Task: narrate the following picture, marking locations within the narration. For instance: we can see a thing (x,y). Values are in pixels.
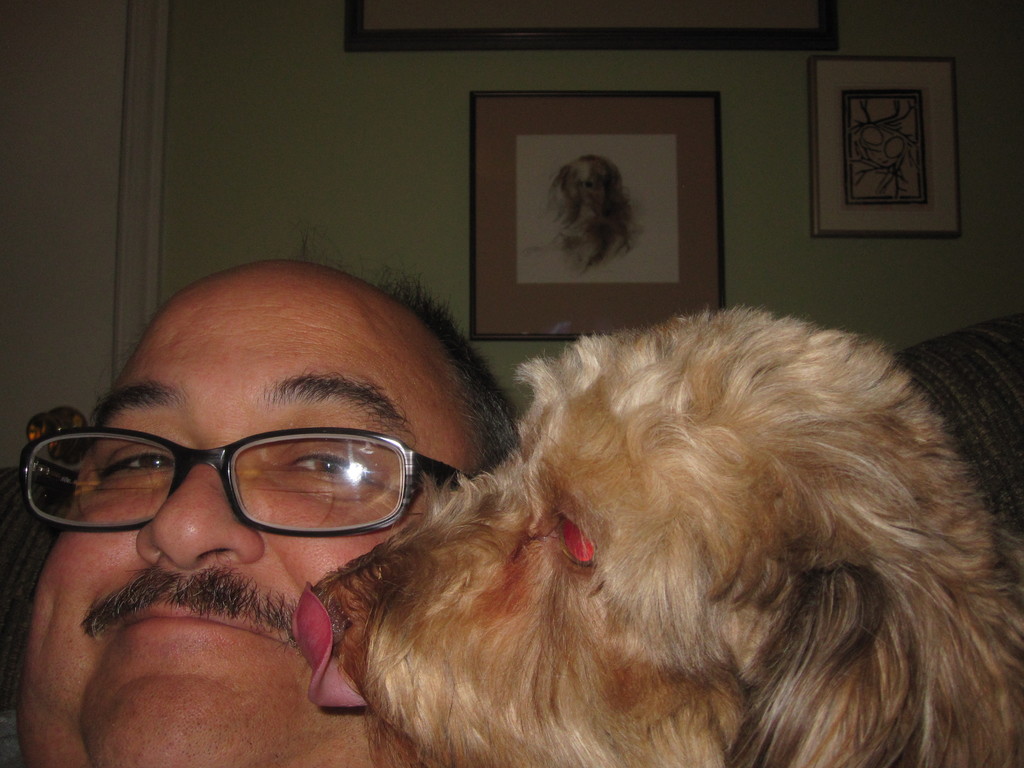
Here in this picture we can see a man (290,537) to the left corner (161,594) and a dog (581,577) to the right corner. Dog (387,596) is licking on the man's cheeks (306,579). And he wearing spectacles (230,472). At the back of them there is a wall (422,268). To the wall (460,232) there are three frames (854,153). And to the left most corner (62,349) there is door (67,265).
